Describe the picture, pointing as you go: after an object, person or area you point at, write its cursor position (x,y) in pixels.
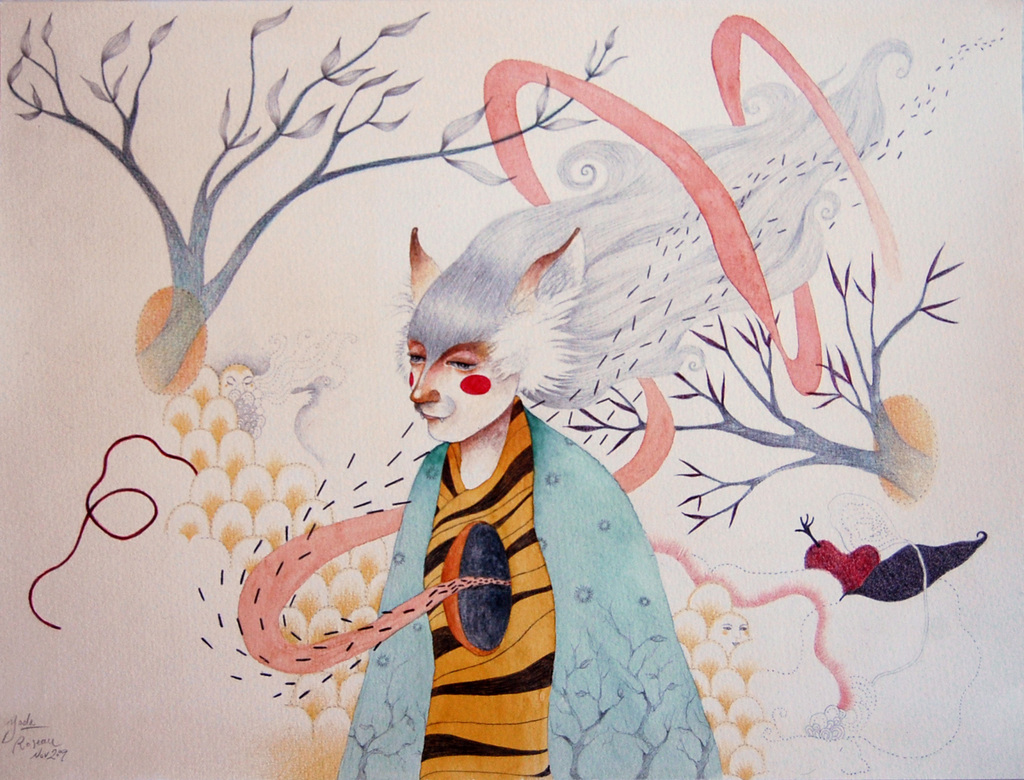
In this picture we can see the branches (876,411), leaves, some objects (218,425), watermark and an animated image (454,540) of a person (403,734).
